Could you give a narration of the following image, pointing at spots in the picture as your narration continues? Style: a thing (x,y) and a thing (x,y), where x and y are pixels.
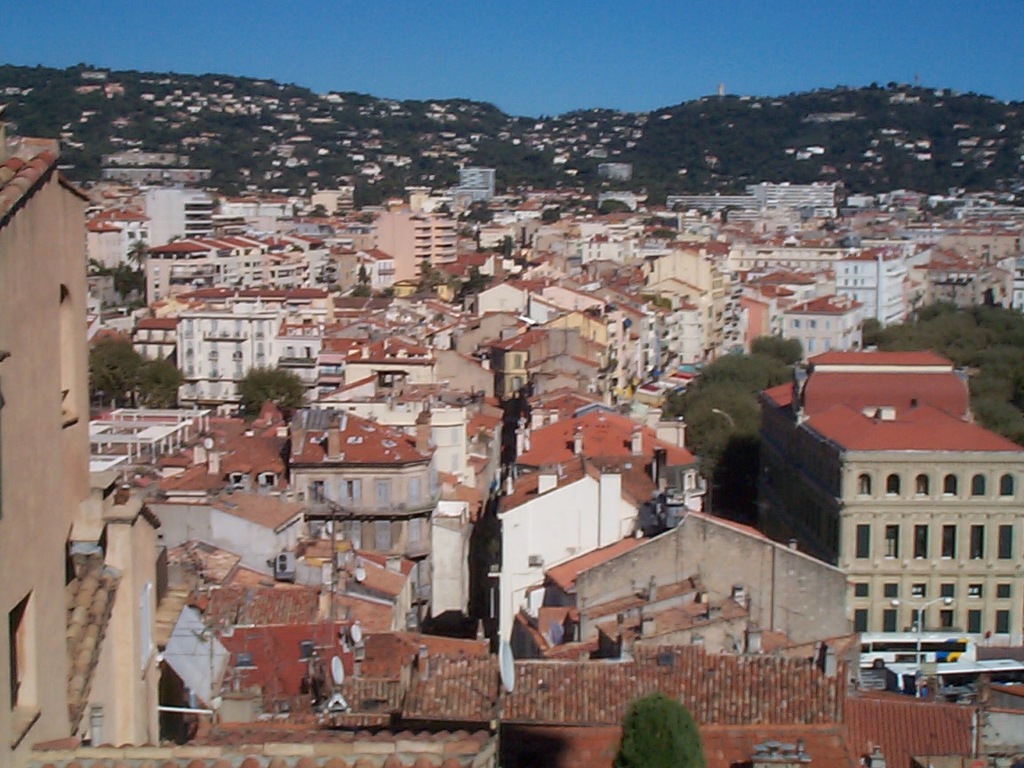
In this image, we can see some buildings (595,699), trees (644,734), hills (292,126). We can see some vehicles (938,652) and a pole (918,635) with some lights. We can see the sky (324,22).
